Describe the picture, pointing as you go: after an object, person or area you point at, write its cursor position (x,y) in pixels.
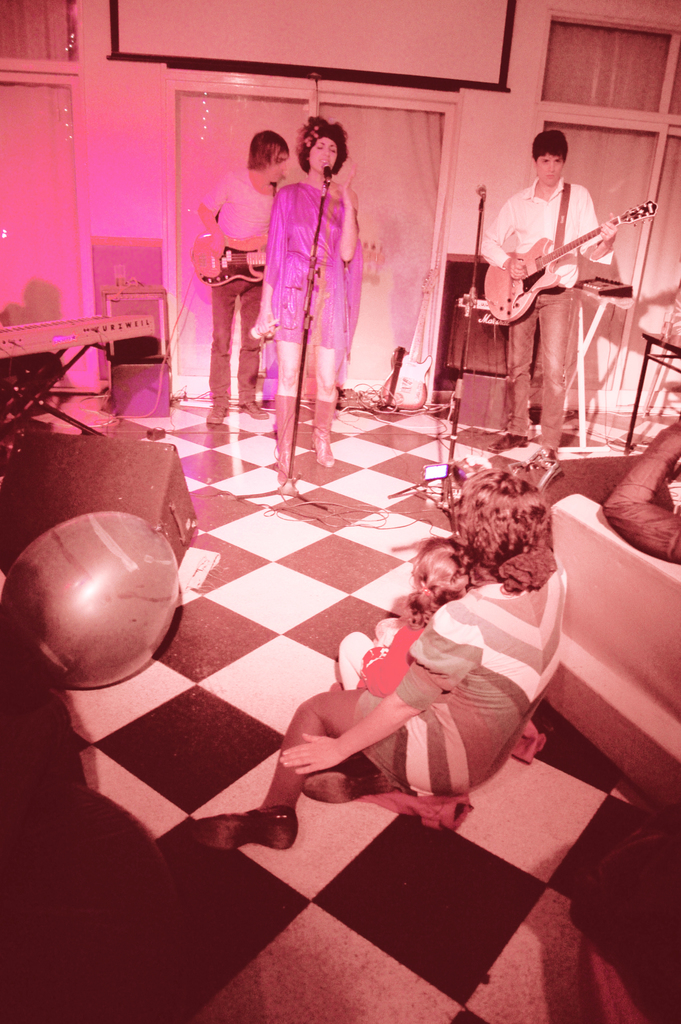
In this image there are three persons (292,257) who are standing, and in the center (282,354) the one who is standing and she is singing. And on the background (267,217) the two persons (267,217) who are standing and they are playing guitars (558,247) and on the bottom (379,720) there is one person (420,708) who is sitting on a floor (332,676), and on the left side (105,494) there are some musical instruments (95,344) and some boxes (104,504) are there. And on the right side (583,616) there is one couch (588,561) and one table (670,347) is there and on the center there is a wall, window (582,59) and some curtains (63,247) are there.
